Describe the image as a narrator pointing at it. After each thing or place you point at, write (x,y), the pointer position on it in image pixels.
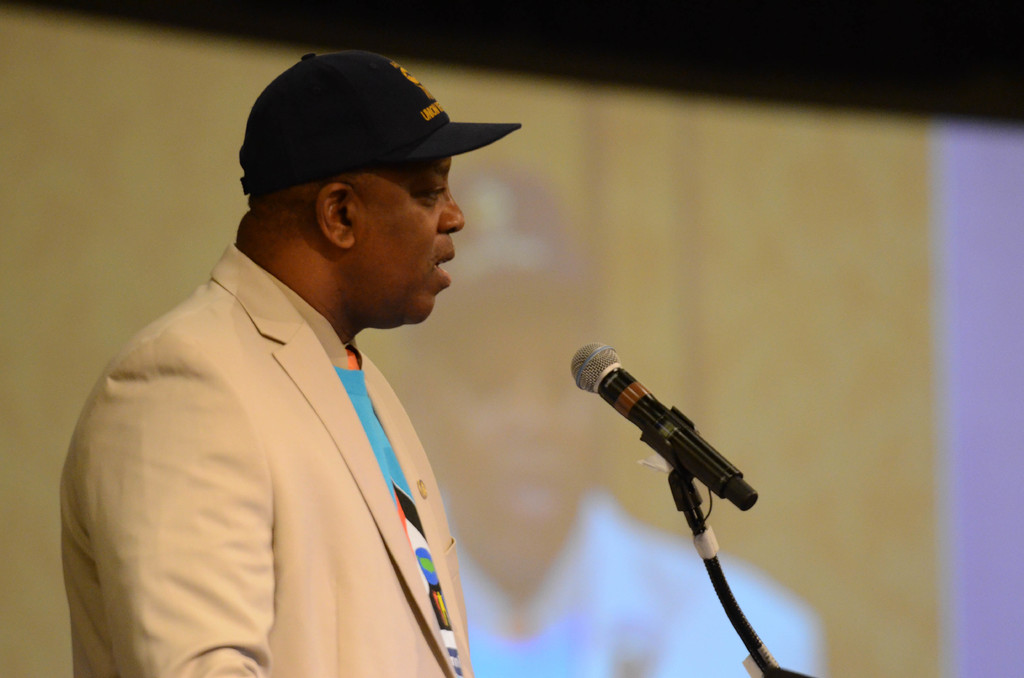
As we can see in the image, there is a man (369,87) wearing cap (369,121), cream color suit (331,428) and talking on mike (620,386).
